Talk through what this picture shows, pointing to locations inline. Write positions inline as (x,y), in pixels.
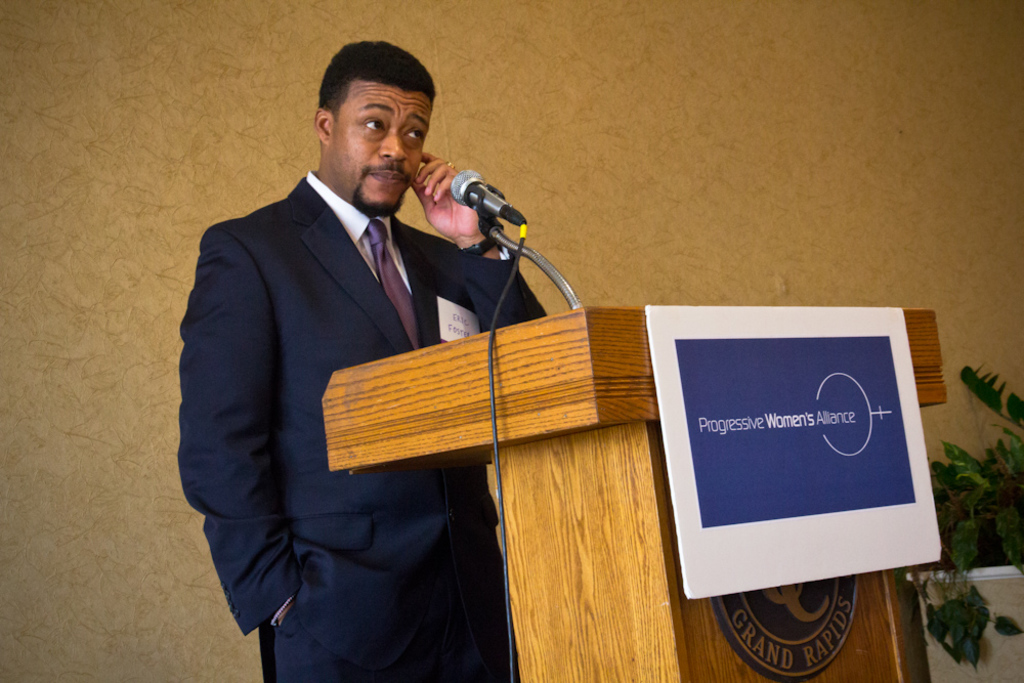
In the center of the image (361,335) we can see a man (360,363) standing, before him there is a podium (458,363) and we can see a mic (477,198) placed on the stand (486,229). On the right (973,529) there is a houseplant (981,560). In the background (770,222) there is a wall (24,426).
